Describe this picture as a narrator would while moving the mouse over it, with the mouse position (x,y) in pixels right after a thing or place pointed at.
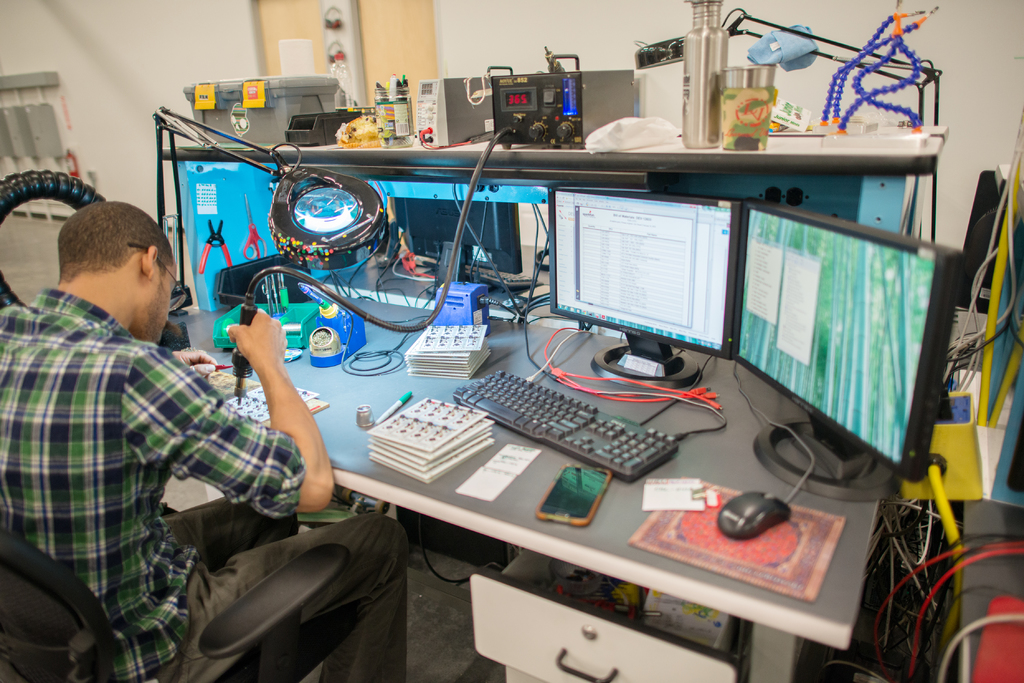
In this image we can see a person (228,533) sitting on the chair (317,573) and working with the device (238,373) in front of a table (336,411) and on the table (548,464) we can see monitors (703,318), keyboard (527,419), mouse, mobile phone (577,506), wires (959,558) and some other objects (433,339). In the background (427,90) we can see measuring meters (480,88), glass (760,88), a jar (398,121) with pens (408,89), a box (311,98) and also wires (990,357).
